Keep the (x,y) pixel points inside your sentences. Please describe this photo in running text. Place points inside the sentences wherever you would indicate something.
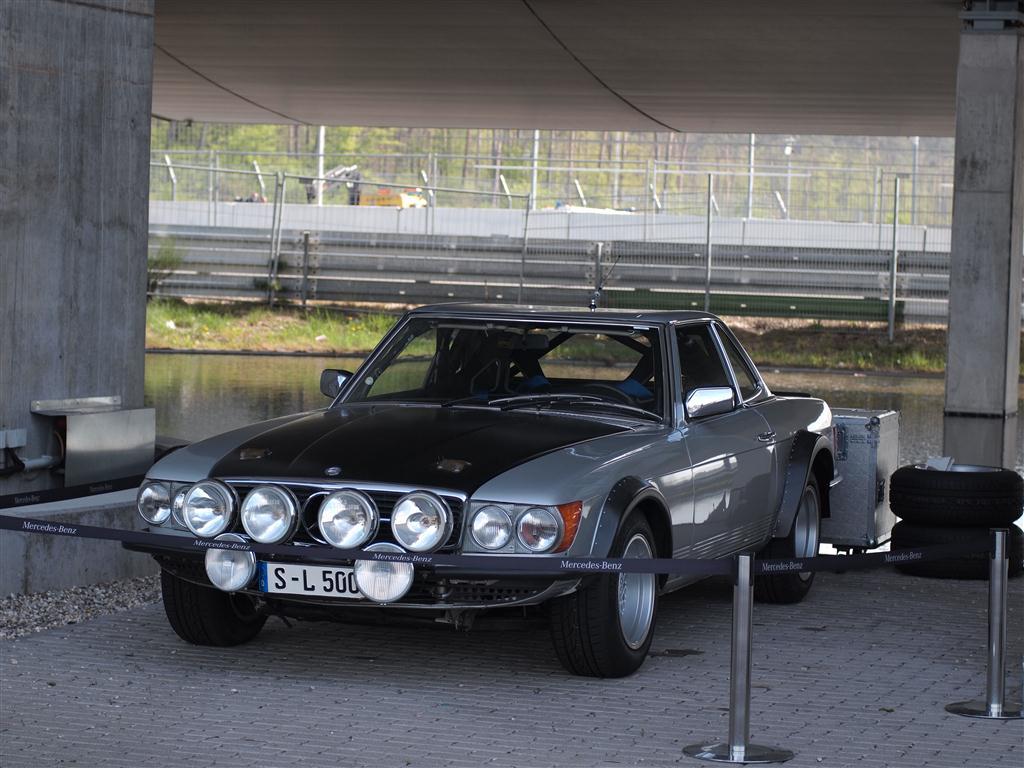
In the picture there is a vehicle (466,419) kept under a shelter (881,87) and beside the vehicle (826,471) there are two tyres (890,486), in the background (921,379) there is a lake (189,364) and behind the lake (211,357) there is a mesh (583,225).
